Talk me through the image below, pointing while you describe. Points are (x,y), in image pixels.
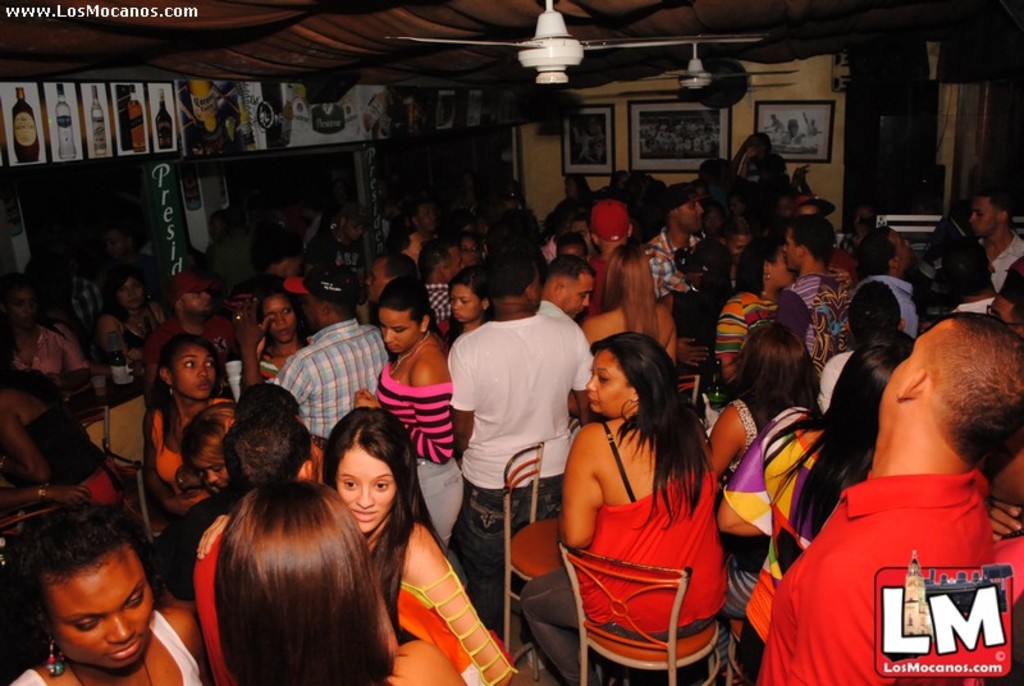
Here we can see people (639,502). Few people (629,546) are sitting on chairs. This is bottle (719,374). Pictures (712,137) are on the wall (733,137). These are fans (550,71). Left side (178,16) corner of the image there is a watermark (24,14). Right side (934,621) bottom of the image (941,634) there is a logo (948,620).
